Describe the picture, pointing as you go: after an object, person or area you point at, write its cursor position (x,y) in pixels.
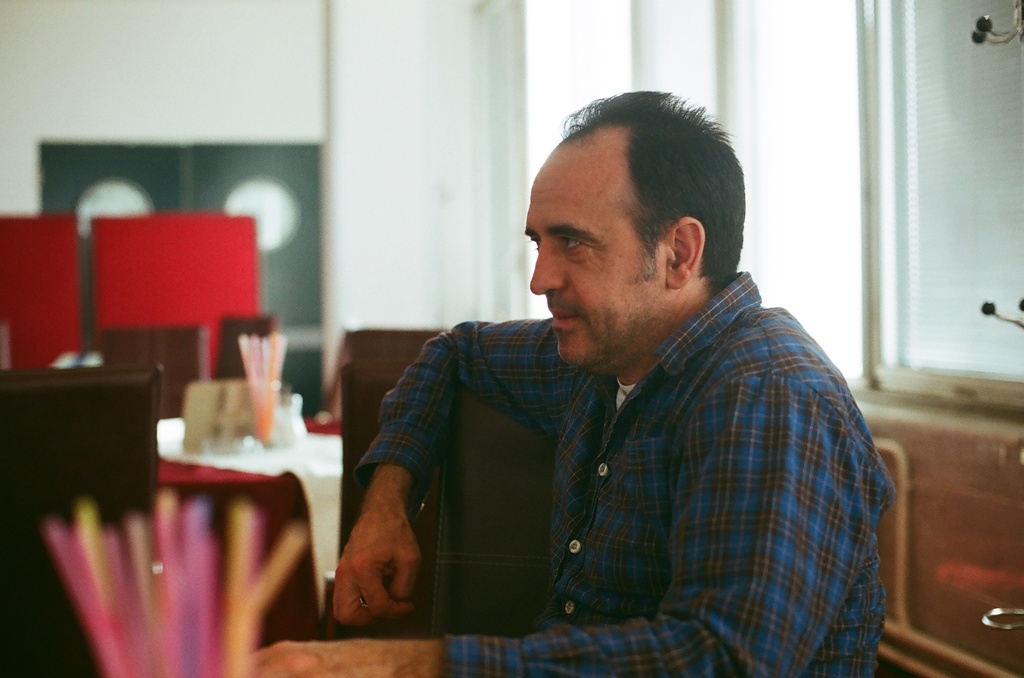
Here I can see a man (774,464) sitting on a chair (498,521) facing towards the left side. On the left side (77,484) there is a chair (80,464) and few straws (204,616). In the background (230,467) there is a table (286,470) on which few objects (234,417) are placed. On the right side (928,163) there is a window (931,154). In the background (328,81) there is a wall (197,68).
